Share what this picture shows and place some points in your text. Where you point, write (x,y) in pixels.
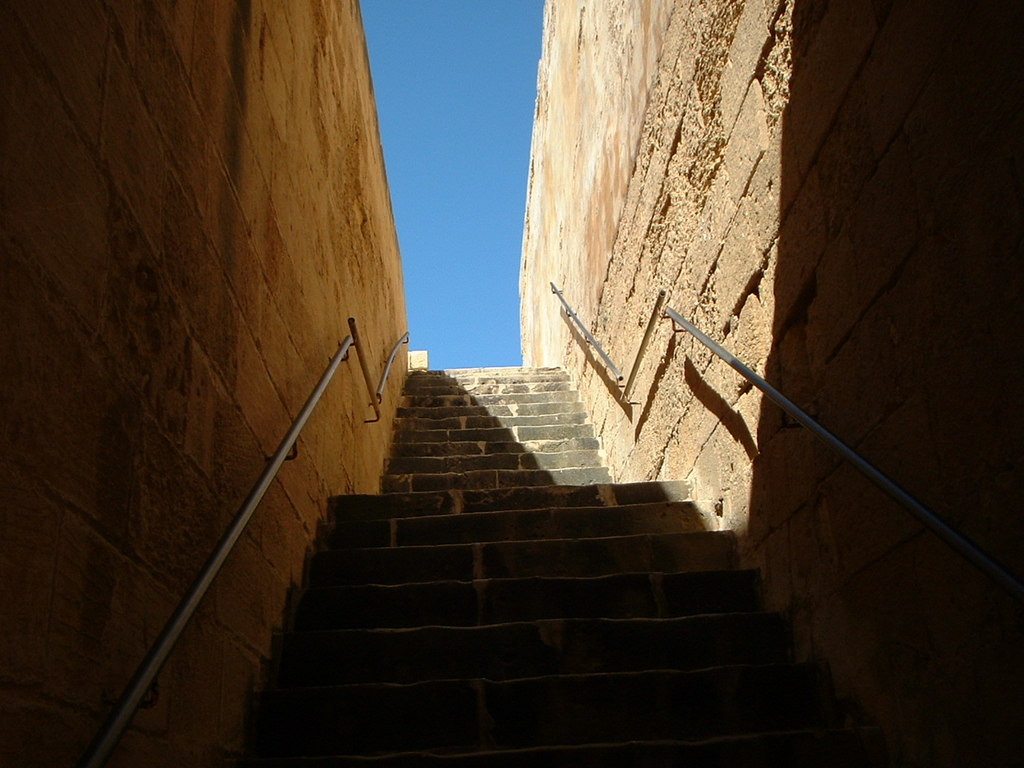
In this picture I can see stairs (595,561), there are staircase holders (758,379) attached to the walls (524,269), and in the background (475,221) there is the sky (494,273).
